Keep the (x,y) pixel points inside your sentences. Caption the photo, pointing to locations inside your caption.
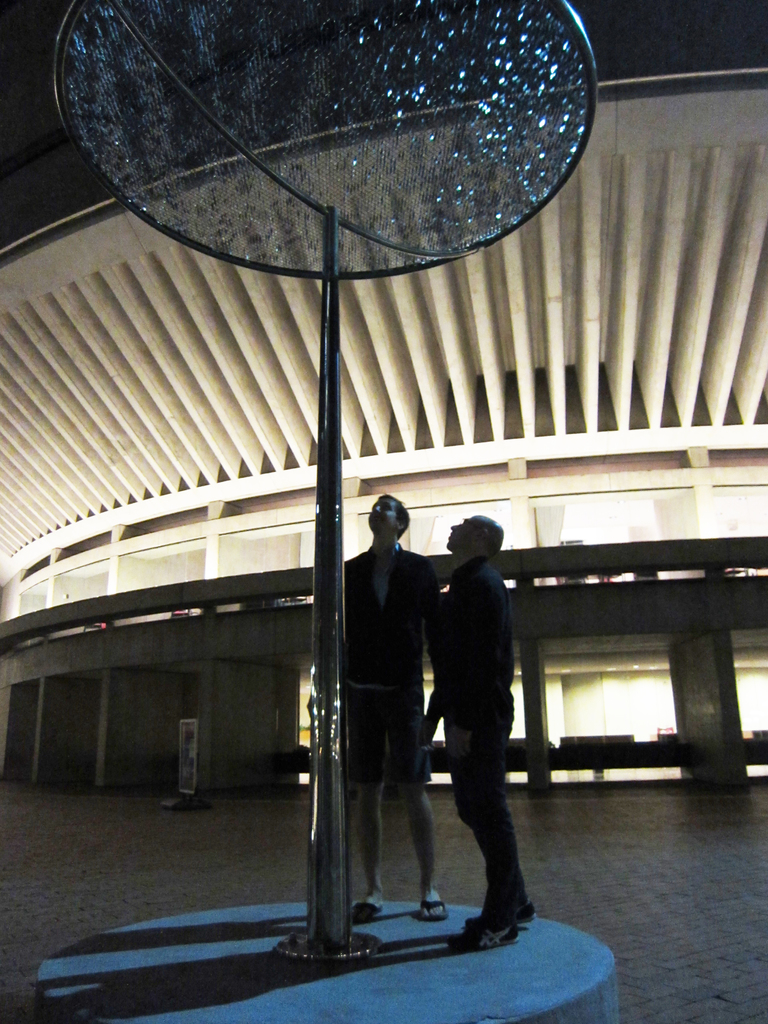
Here we can see two persons (378,646) and there is a pole (329,934). In the background (759,501) we can see a building (512,434).
